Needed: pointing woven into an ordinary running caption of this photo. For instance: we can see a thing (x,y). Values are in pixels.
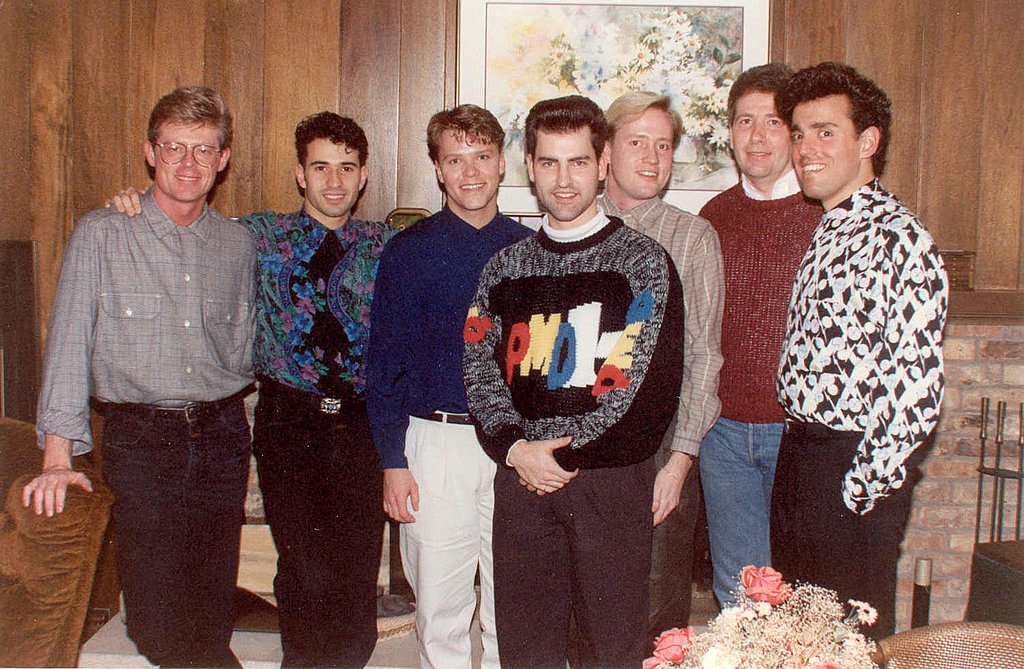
In this picture I can observe some men (353,290) standing on the floor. All of them are smiling. In front of them there is a bouquet (749,638). On the left side (65,580) I can observe a sofa (61,530). In the background (461,72) there is a photo frame (479,50) fixed to the wall (265,58). The wall (296,65) is in brown color.
